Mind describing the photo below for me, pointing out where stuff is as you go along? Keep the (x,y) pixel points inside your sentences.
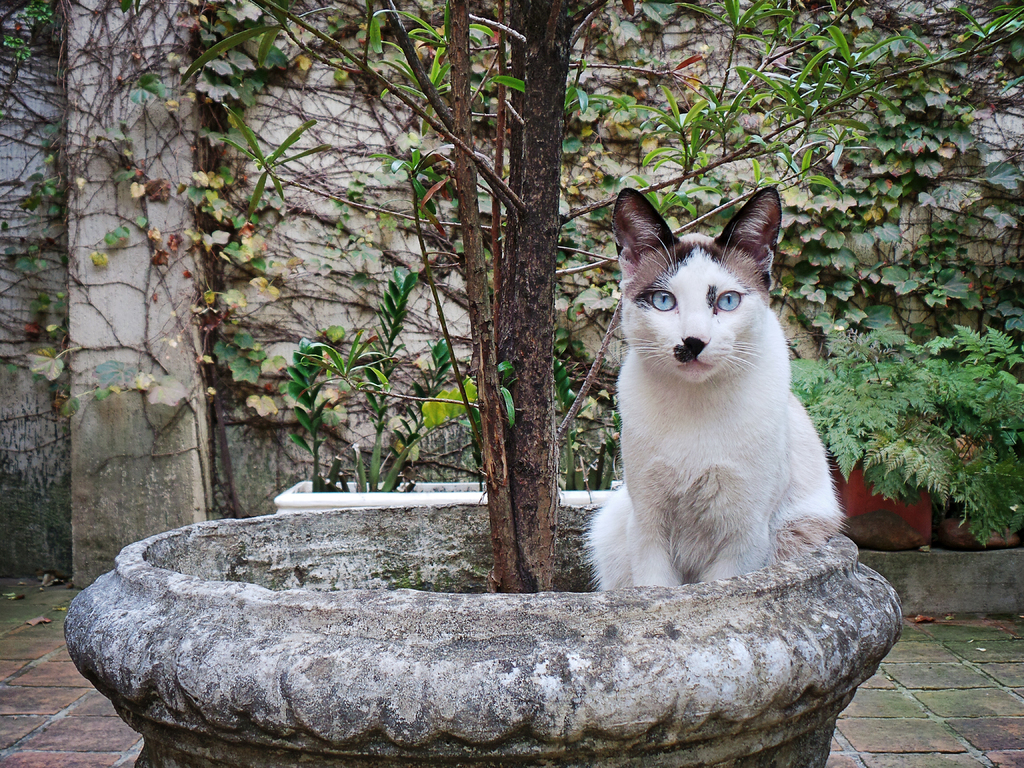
In this picture we can see a cat (608,518), pots (390,642), plants (473,192), leaves (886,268) on the ground (943,671) and in the background (246,412) we can see the wall (317,157).
